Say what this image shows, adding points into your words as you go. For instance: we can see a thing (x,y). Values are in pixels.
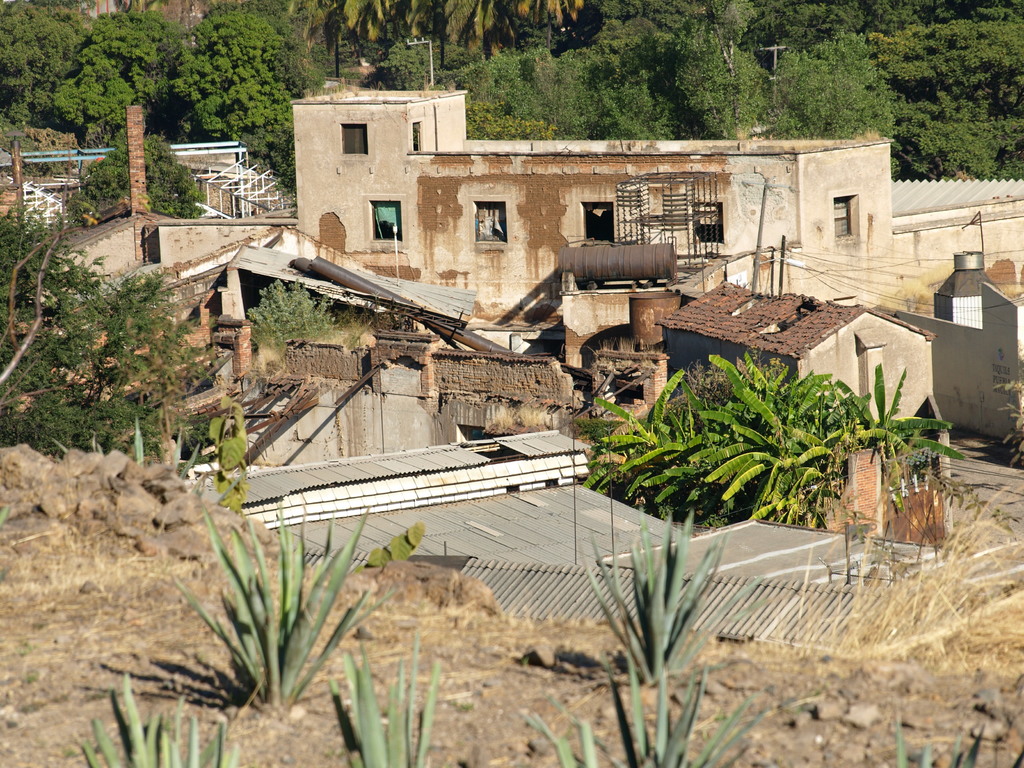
In this image we can see the buildings (921,373). At the top of the image (74,204), we can see trees (27,44) and poles (774,77). At the bottom of the image (373,713), we can see plants (367,697) on the land (865,692). In the middle of the image (667,444), we can see trees (710,441) and some metal objects (438,306). We can see the grass (942,601) on the right side of the image (954,608).
